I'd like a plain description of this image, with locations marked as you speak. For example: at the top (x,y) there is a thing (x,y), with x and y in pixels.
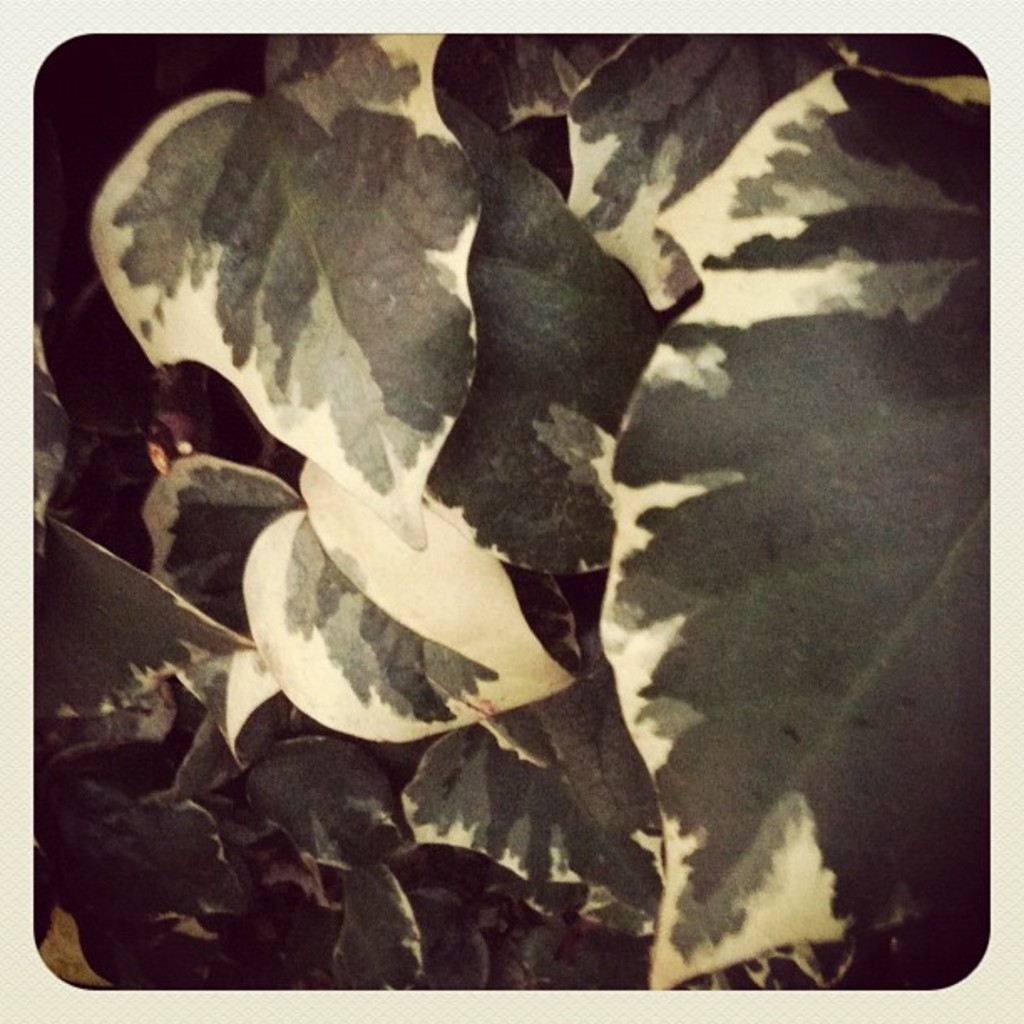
In this image we can see a photo (544,145) with a frame border (67,1016) and we can see some leaves (404,218).
